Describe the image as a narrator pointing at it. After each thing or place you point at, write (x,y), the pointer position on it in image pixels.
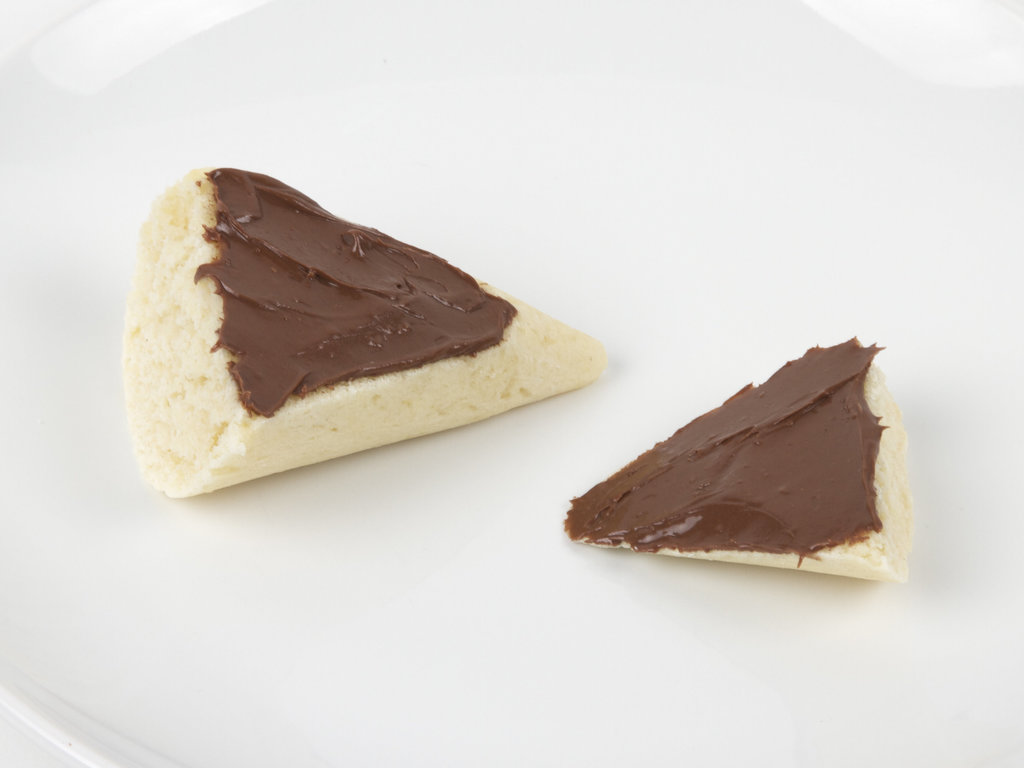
In this image there is a white plate (252,543) in the center (356,342) and on the plate (466,634) there are chocolate cakes (435,395).
